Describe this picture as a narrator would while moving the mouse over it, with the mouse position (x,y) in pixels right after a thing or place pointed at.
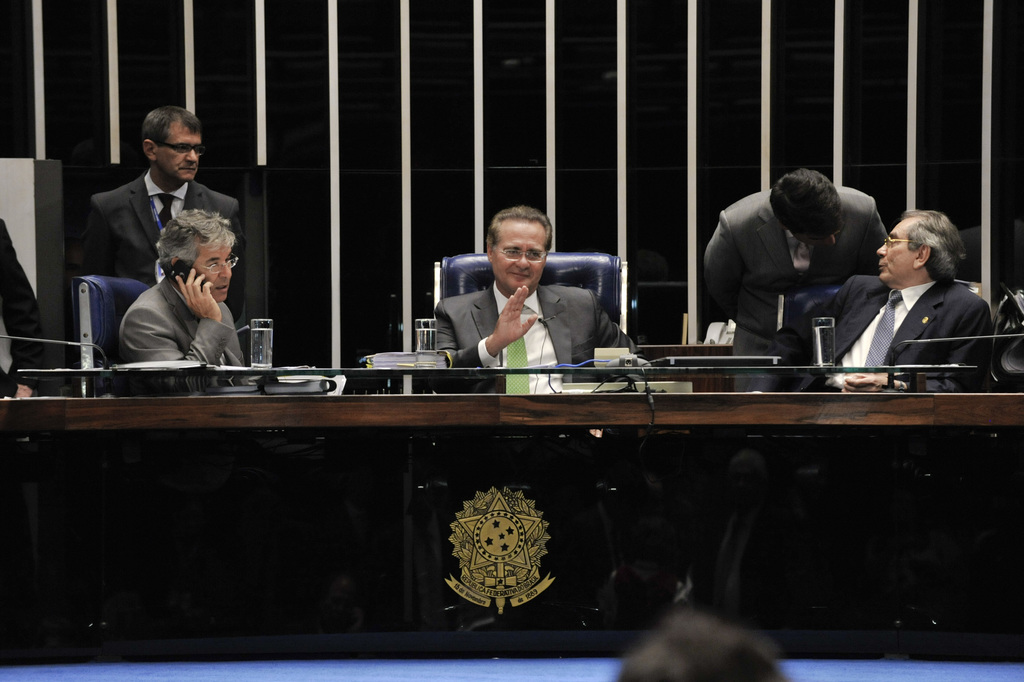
In the picture we can see three people (516,385) are sitting on the chairs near the table (609,402) and two people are standing. The five people (790,277) who are sitting and standing are wearing blazers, ties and shirts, In the background (826,149) we can find a wall (87,109) white lines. And on the table (629,412) we can find a glasses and some papers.
